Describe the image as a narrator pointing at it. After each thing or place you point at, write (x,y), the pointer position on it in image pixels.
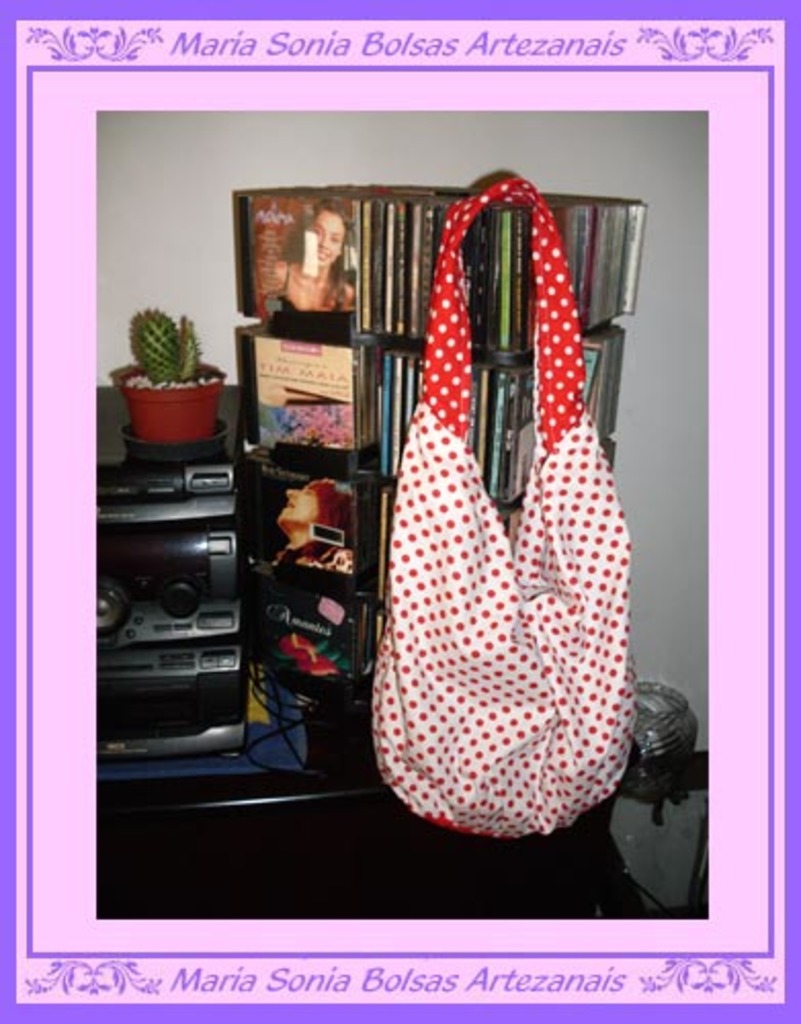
In this picture we can able to see CDs (409,298), radio (231,554), plant (183,353) and bag (547,650).
